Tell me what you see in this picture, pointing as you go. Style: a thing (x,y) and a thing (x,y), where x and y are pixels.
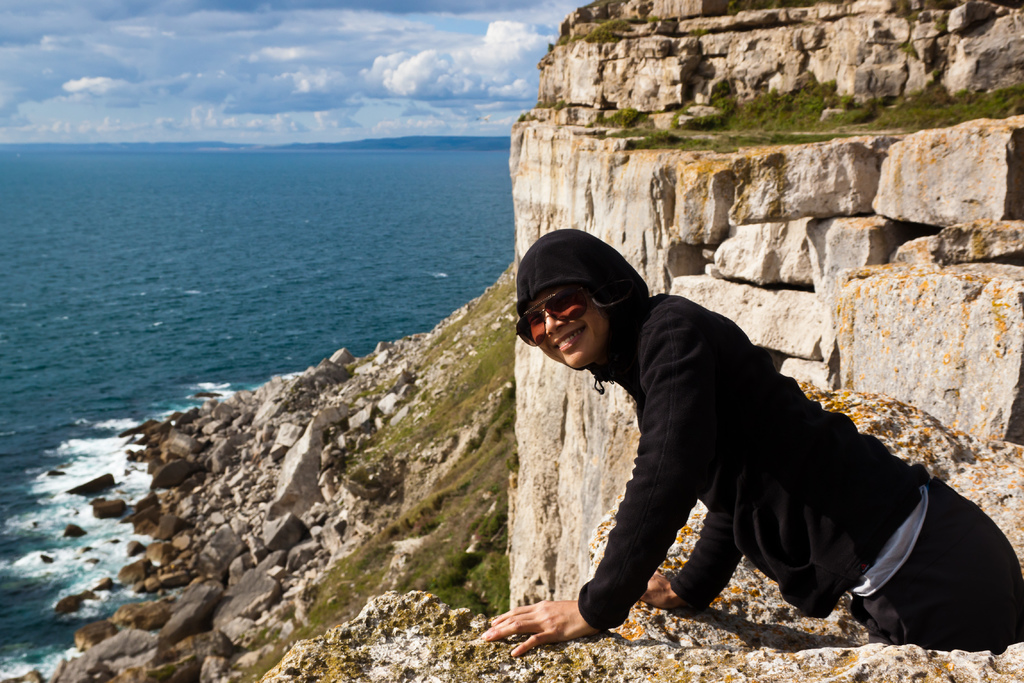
On the right side of the image (716,476) there is a person (826,478) standing. On the left side of the image (195,310) there is a sea (195,310). In the background (272,118) there is a sky (245,73).
